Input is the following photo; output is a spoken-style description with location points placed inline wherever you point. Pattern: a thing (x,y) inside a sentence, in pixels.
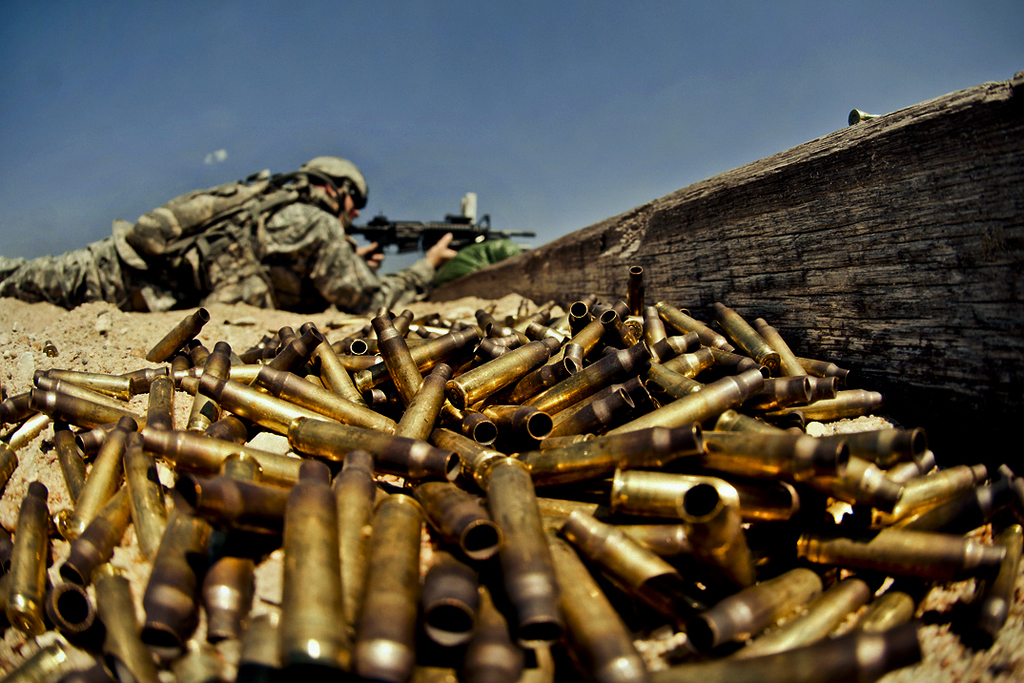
In the picture there is a ground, there are bullets (585,454) present on the ground (460,303), beside there is a person (412,288) laying on the ground (181,321) and catching a weapon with the hand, there is a small wall (701,212) present, there is a clear sky (761,52).
